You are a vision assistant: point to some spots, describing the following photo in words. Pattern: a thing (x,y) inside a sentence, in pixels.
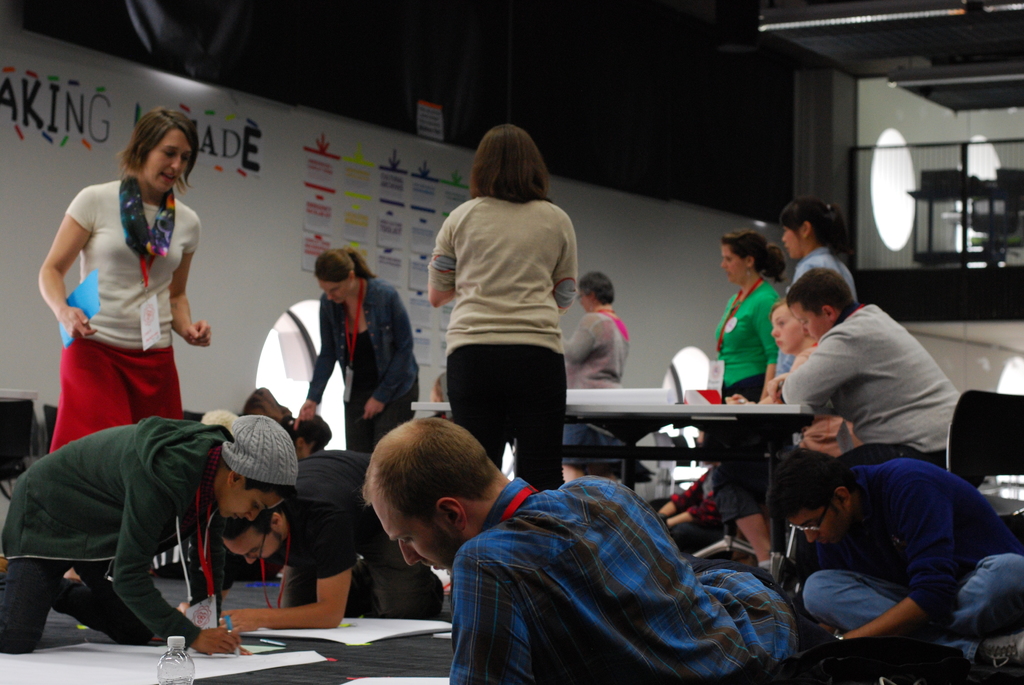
This is a picture taken in a room (52,232), there are group of people (922,573) sitting on floor (335,672) and drawing something on paper (234,662) some people (172,312) are standing. Background of this people (271,419) is a banner (309,252).
